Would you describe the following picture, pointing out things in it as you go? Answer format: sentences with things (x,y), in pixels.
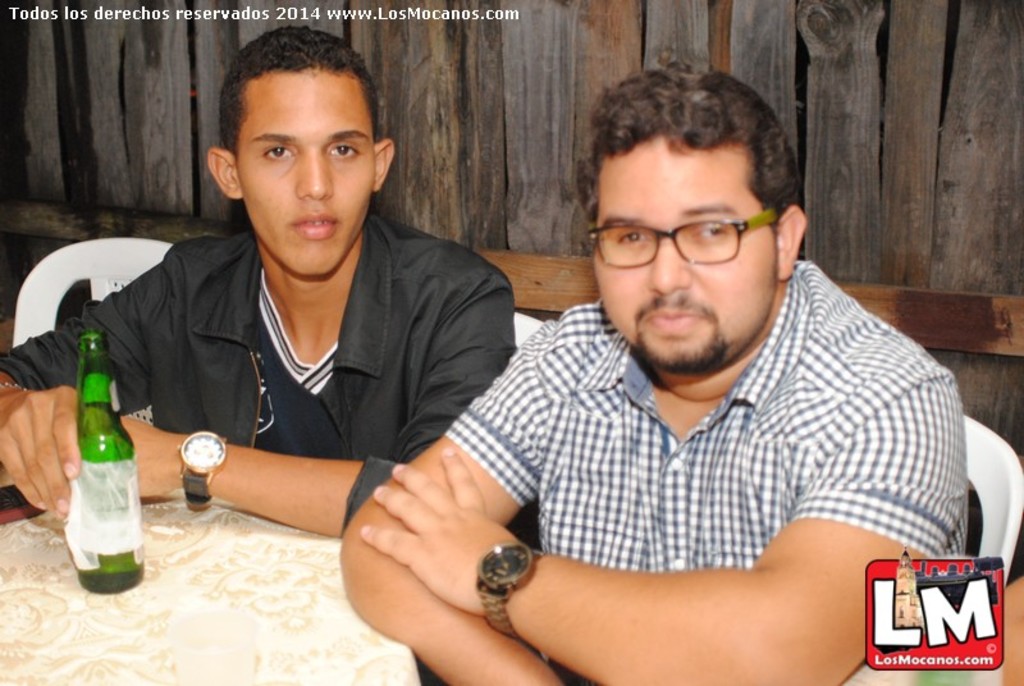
These two men (370,273) are sitting on the chairs (1006,451). This man (822,389) is wearing a spectacle (711,245), shirt (733,489), and watch (494,559). This man (335,389) is wearing a jacket (210,320), T-Shirt (272,397) and a watch (198,476). This bottle (129,514) is on the table (234,588). In the background (440,102), there is wooden wall (489,68).
